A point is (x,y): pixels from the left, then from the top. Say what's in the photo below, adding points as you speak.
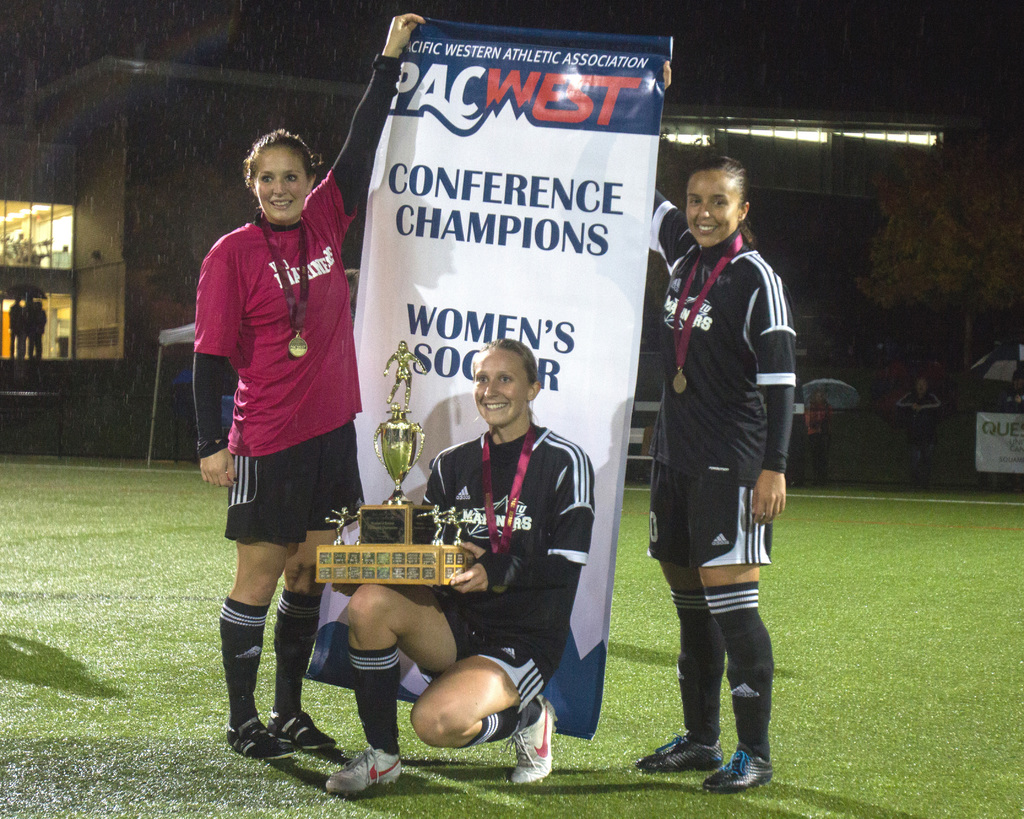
In this image we can see a woman (474,503) is sitting, and holding the trophy (357,514) in the hands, there are two persons (321,268) standing, and holding a banner (449,214) in the hands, at the back (724,129) there is a building (755,154), there are lights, there is a tree (970,233), there are groups of persons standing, there is a grass (972,540).
